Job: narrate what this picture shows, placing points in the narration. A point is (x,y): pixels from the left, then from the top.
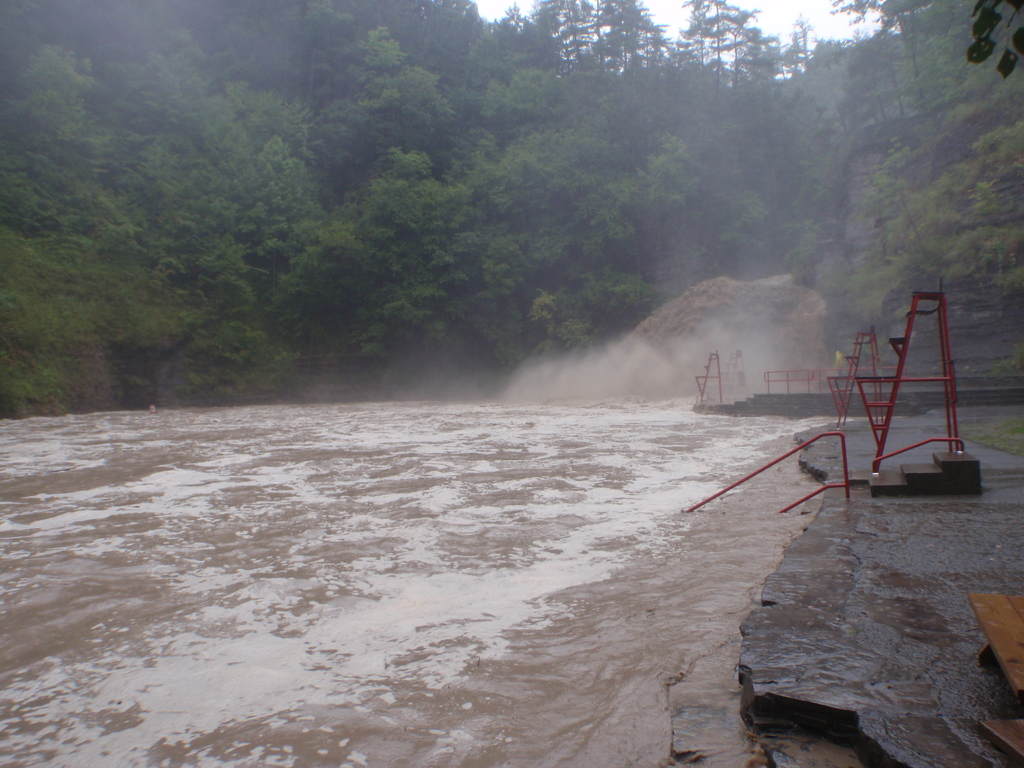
In this image I can see the water (462,408) and I can see red color stands (941,379) and stones (960,566) and wooden objects (1018,673) visible on right side (950,549), at the top (390,208) I can see the sky (505,6) and trees (593,203).
